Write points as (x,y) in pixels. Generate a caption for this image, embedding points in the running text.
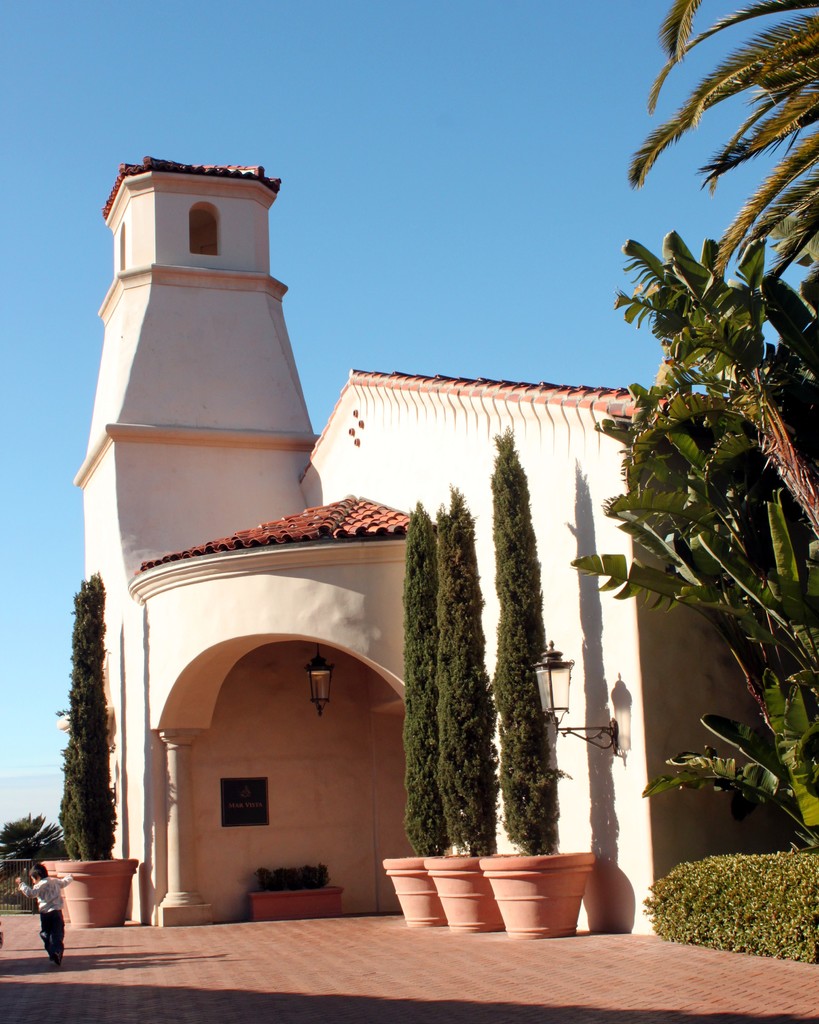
In this picture we can see house (571,440), trees (421,591), pots (54,872) and plants (547,841). There is a person (60,884) and we can see fence (2,910) and lights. In the background of the image (350,159) we can see the sky (436,194) in blue color.
